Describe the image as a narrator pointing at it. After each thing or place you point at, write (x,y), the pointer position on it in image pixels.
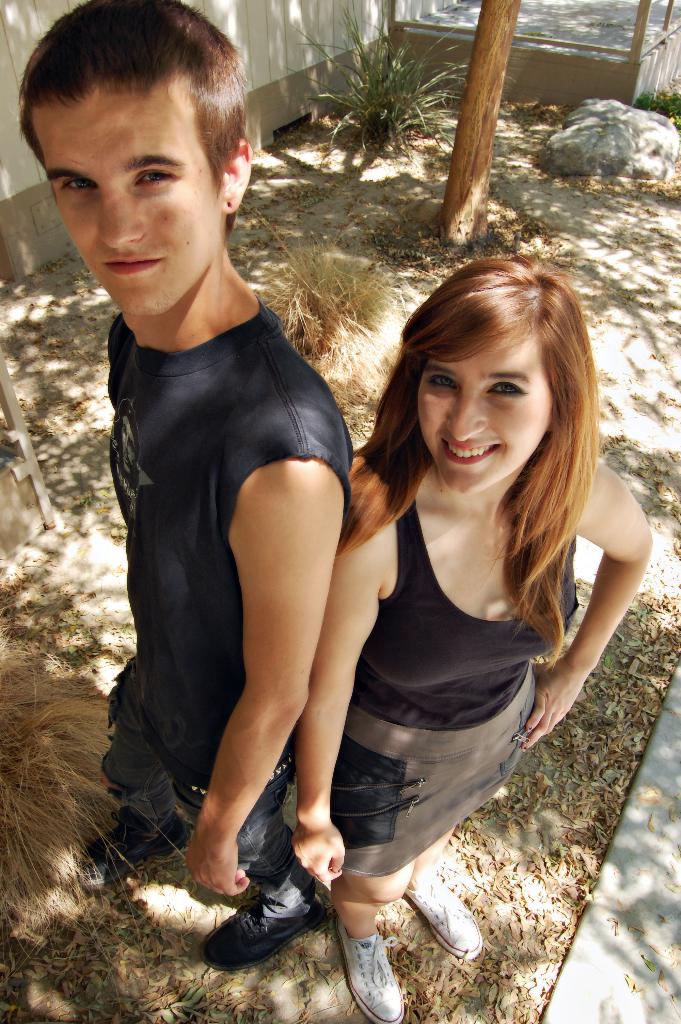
Here I can see a woman (507,371) and a man (178,564) standing on the ground (128,964), smiling and giving pose for the picture. In the background (376,106) there are few plants (339,328) and a stone (602,163) on the ground (601,216) and also there is a tree trunk (475,113). At the top of the image (304,37) there is a wall (304,27).
